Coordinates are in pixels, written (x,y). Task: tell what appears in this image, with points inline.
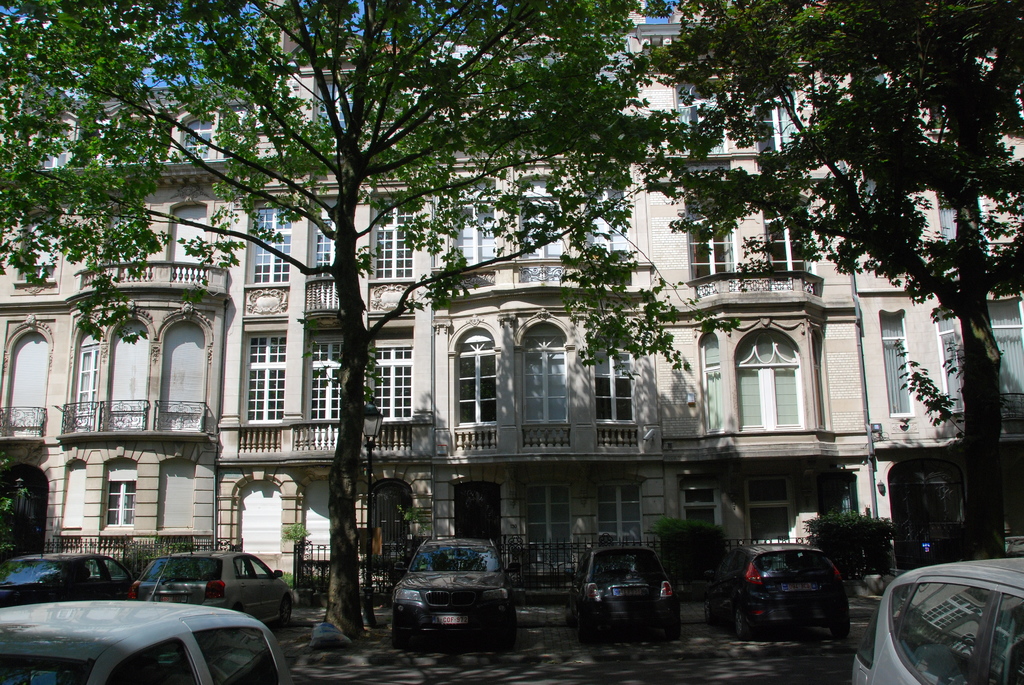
In this picture we can see trees (512,114), building (76,313), grilles (183,537), plants (816,543), vehicles (477,588) and sky (148,69).
